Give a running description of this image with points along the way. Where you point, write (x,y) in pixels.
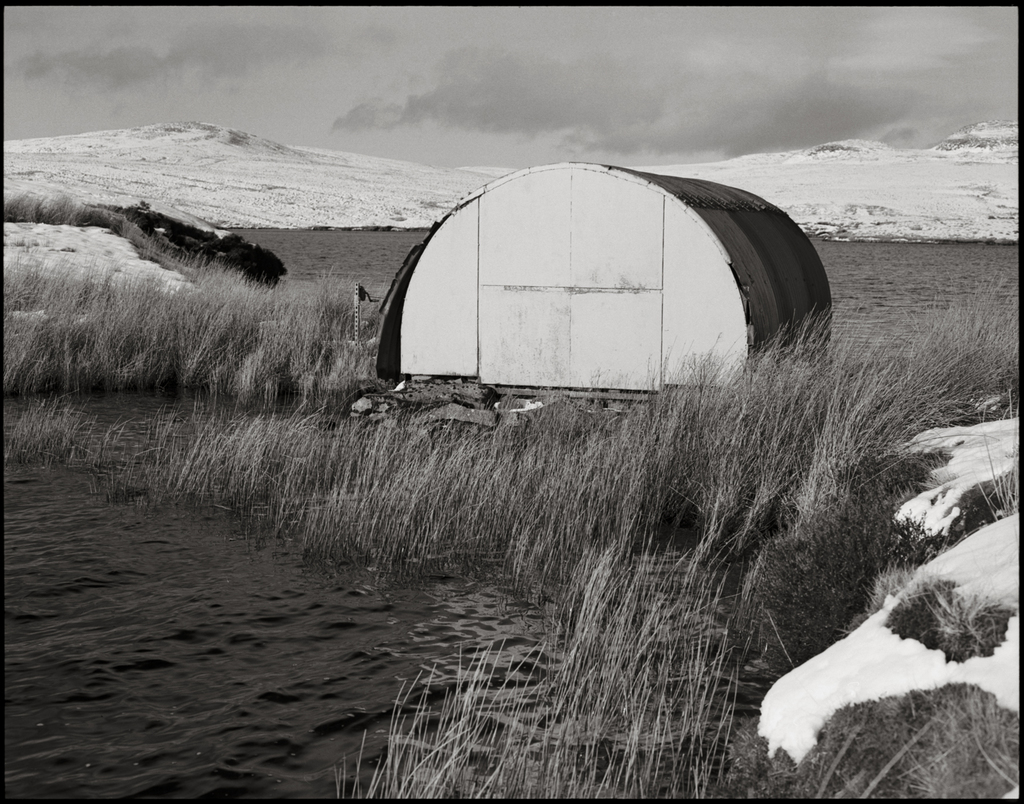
This is a black and white image. There is water (342,660), grass (645,700), hut (464,286), snow (1005,194) and mountains (75,153) at the back (961,166).
